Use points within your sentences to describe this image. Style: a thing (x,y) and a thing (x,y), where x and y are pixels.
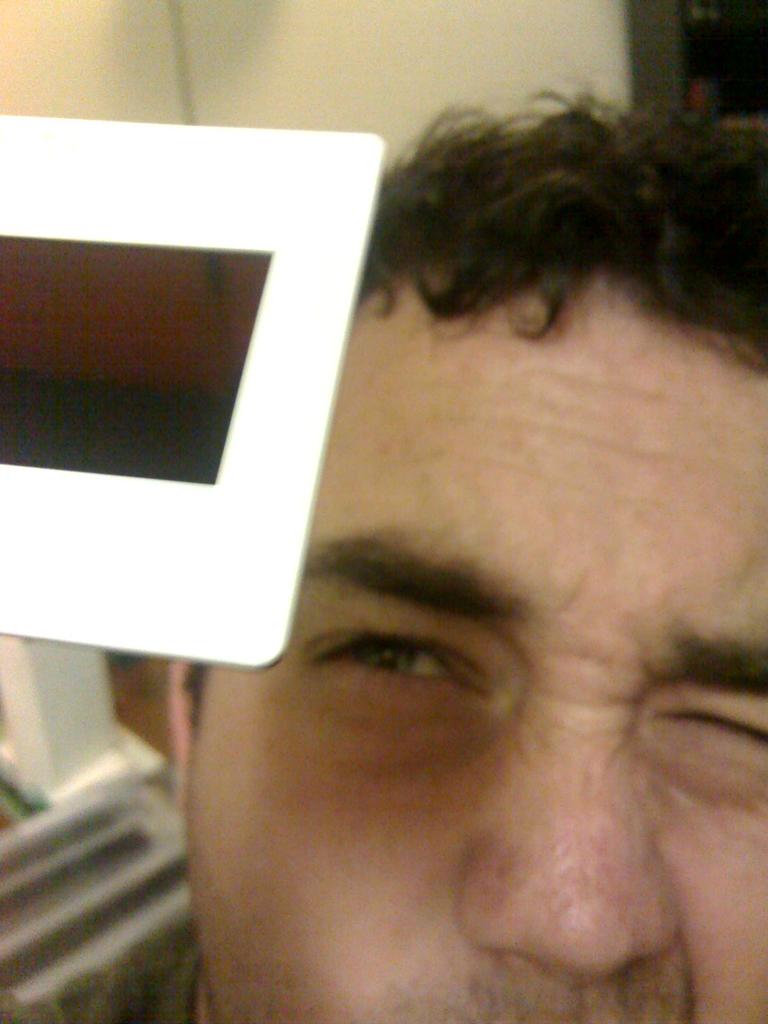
In this image, we can see a person face (707,688). There is an object (183,423) on the left side of the image (219,494).
